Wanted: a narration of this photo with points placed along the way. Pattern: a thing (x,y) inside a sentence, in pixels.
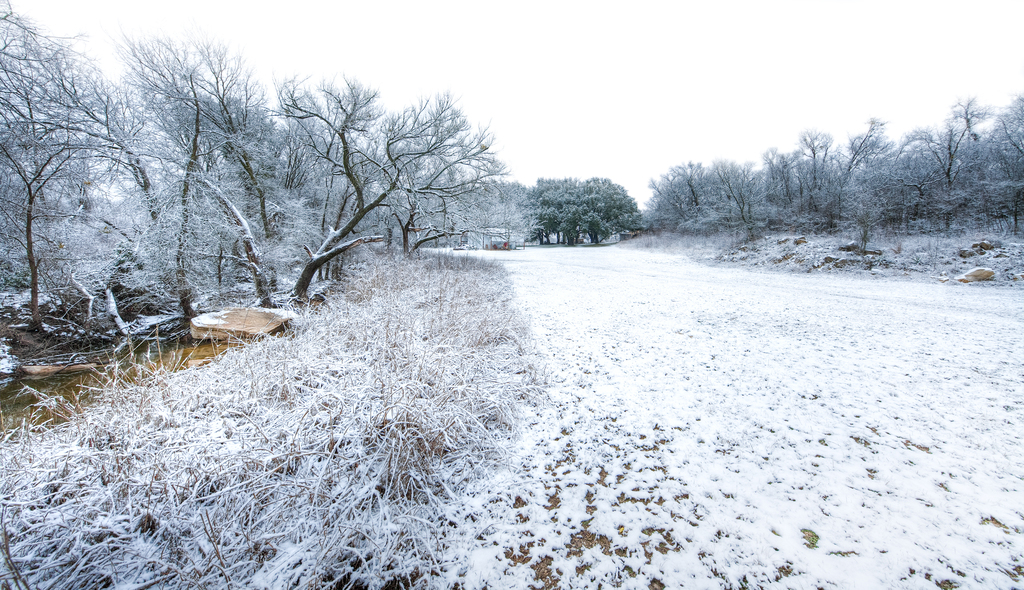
In this image, we can see snow (649,337) on the ground (532,247), there are some trees (432,174), at the top (581,39) there is a sky (546,42).
